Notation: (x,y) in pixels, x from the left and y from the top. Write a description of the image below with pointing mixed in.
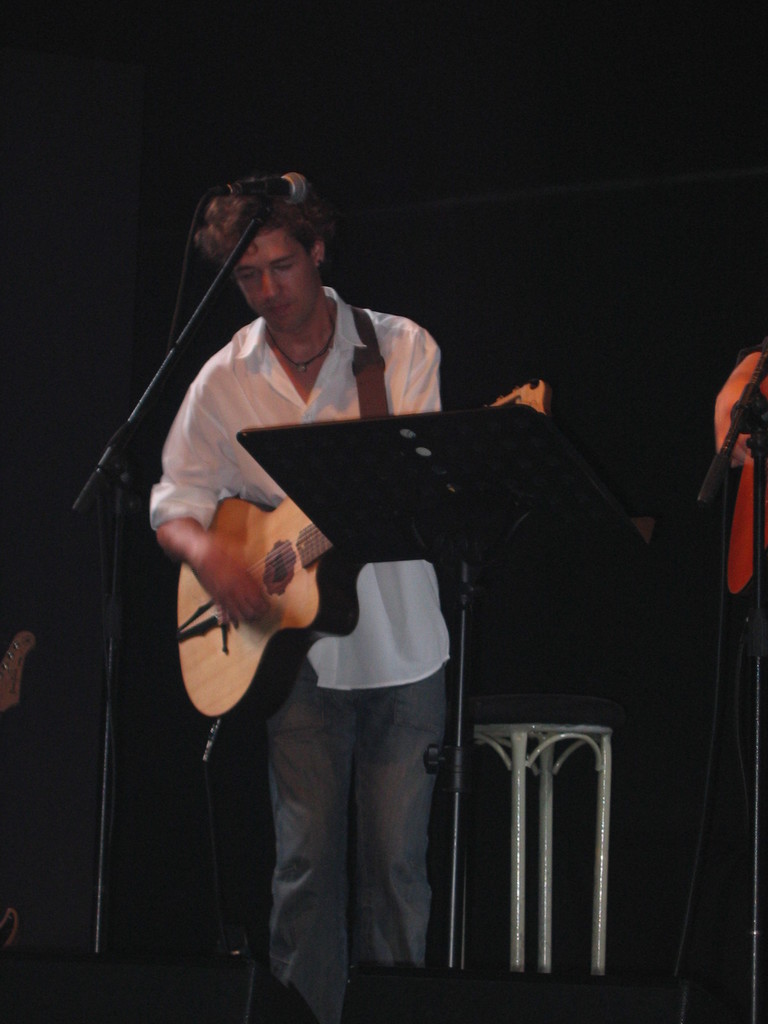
In this picture a man (200,483) is playing guitar (264,538) in front of microphone (303,182).
